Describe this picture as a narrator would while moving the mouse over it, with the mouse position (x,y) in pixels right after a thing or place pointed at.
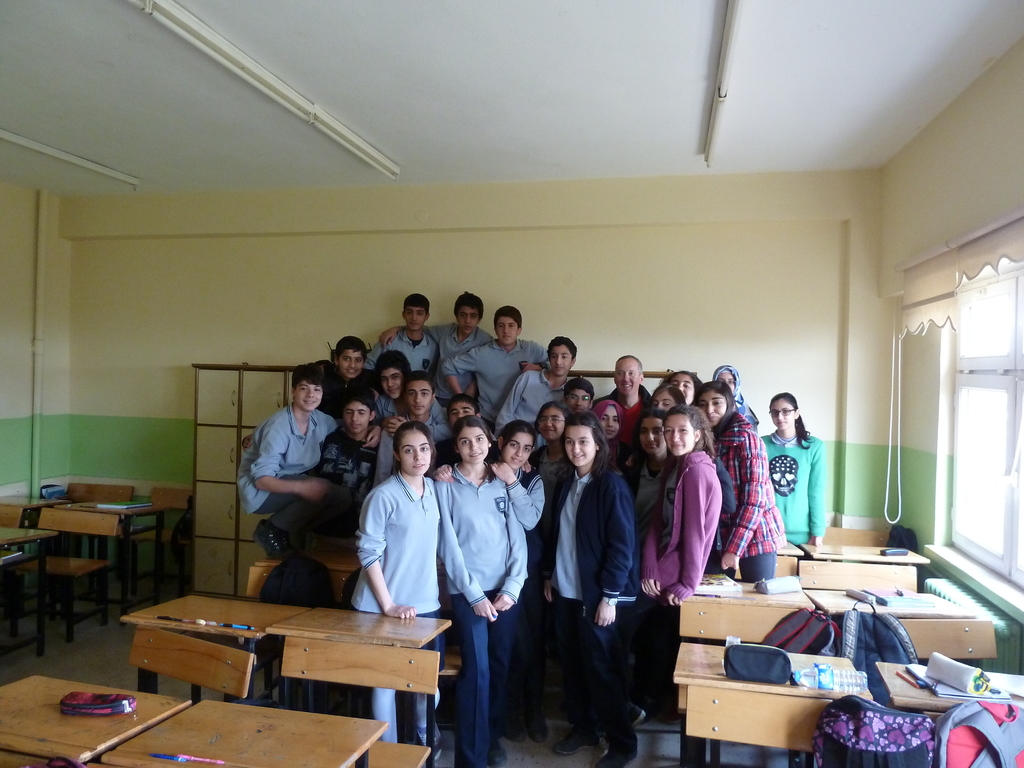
In this picture i could see a bunch of students (417,417) standing and giving pose to the picture. It looks like classroom (513,507) with chairs (873,586) tables (732,687) and backpack (882,629). In the right side (986,394) there is a window (962,308) in the background (185,273) there is a yellow and green wall (123,405) and cabinets (223,407). In the ceiling (457,67) there are some tube lights (719,99).
